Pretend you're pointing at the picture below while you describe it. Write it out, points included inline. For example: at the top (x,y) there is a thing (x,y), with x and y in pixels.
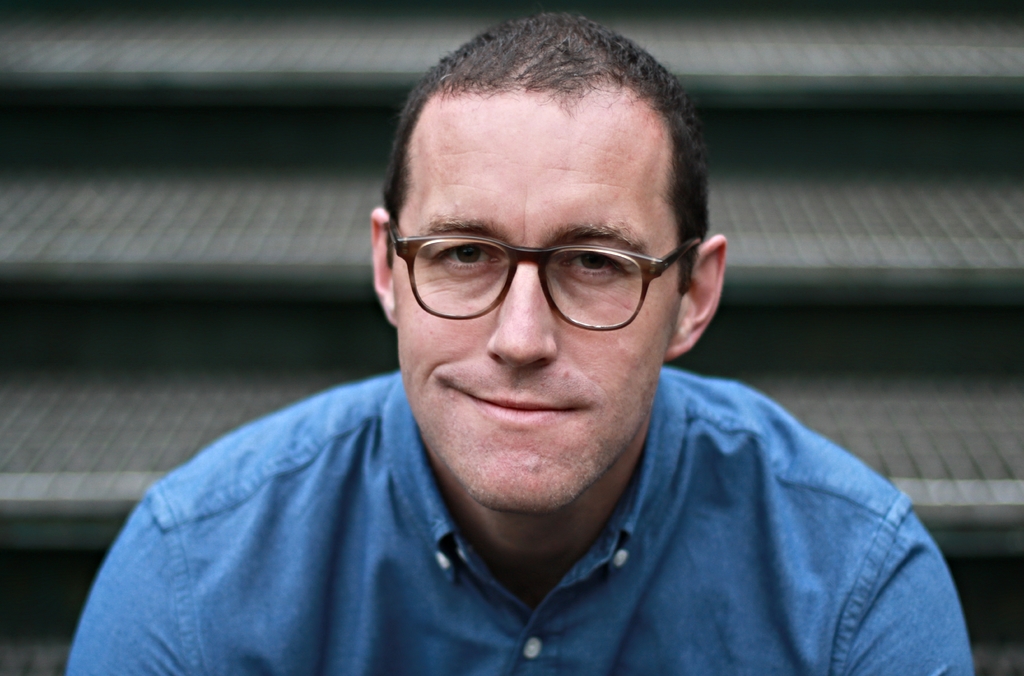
In this image we can see a man (575,434) and he wore spectacles (437,256). In the background (30,321) we can see steps (72,448).
